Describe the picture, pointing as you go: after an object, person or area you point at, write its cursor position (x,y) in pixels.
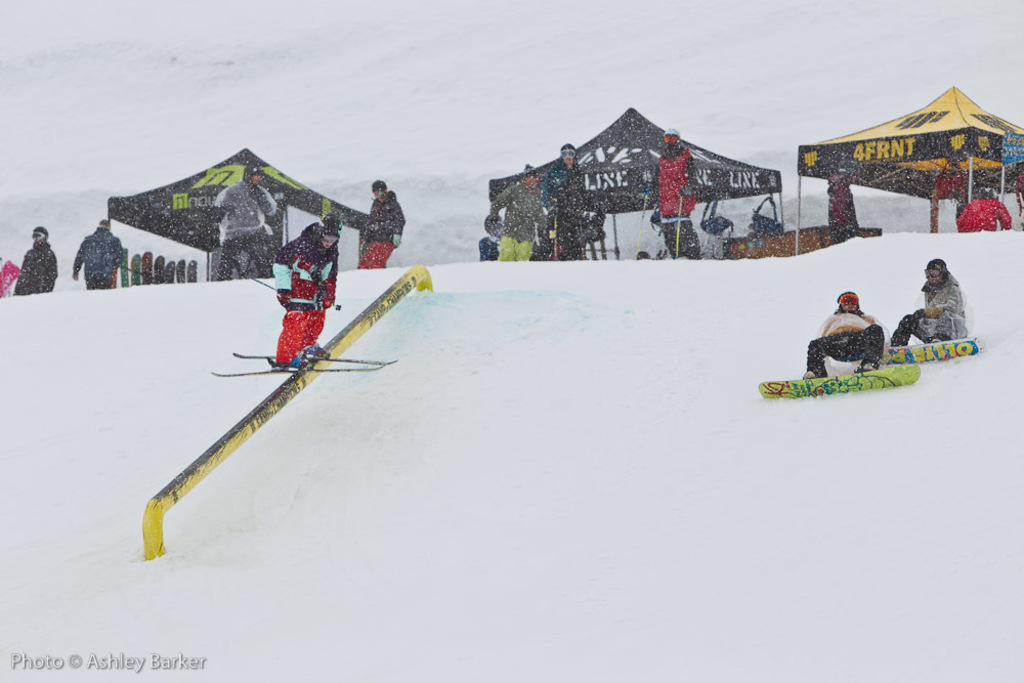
Land (278,93) is covered with snow (263,73). This person (302,279) is riding skis (293,368). Here we can see people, tents (929,166) and snowboards (123,280).
